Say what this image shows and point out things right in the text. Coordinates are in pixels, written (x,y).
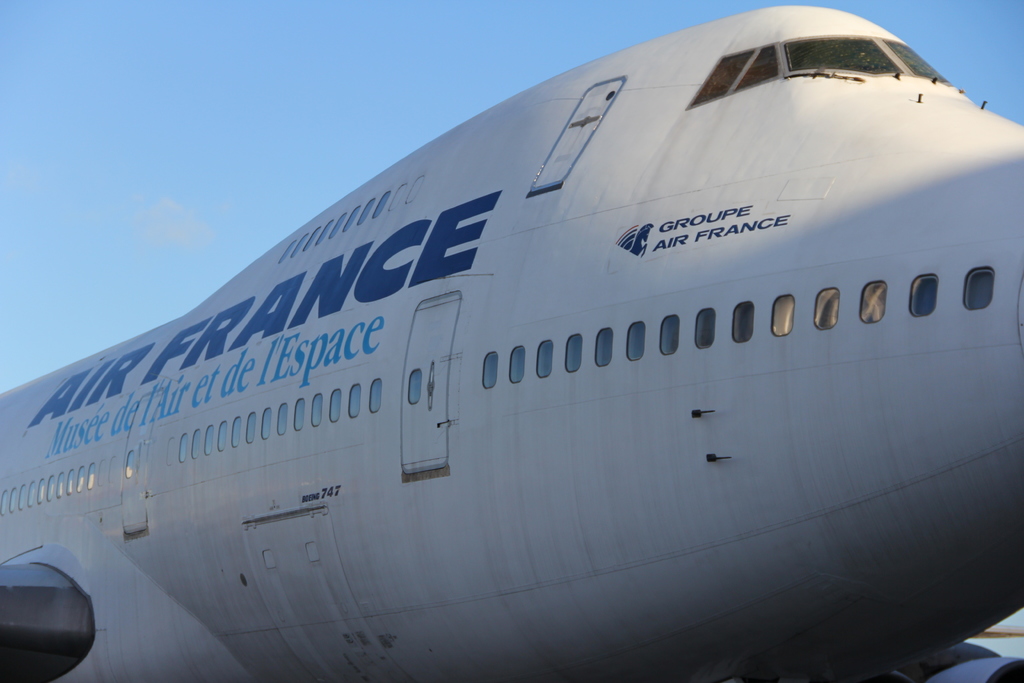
The picture consists of an airplane (454,277). At the top (398,92) there is sky (417,59).
